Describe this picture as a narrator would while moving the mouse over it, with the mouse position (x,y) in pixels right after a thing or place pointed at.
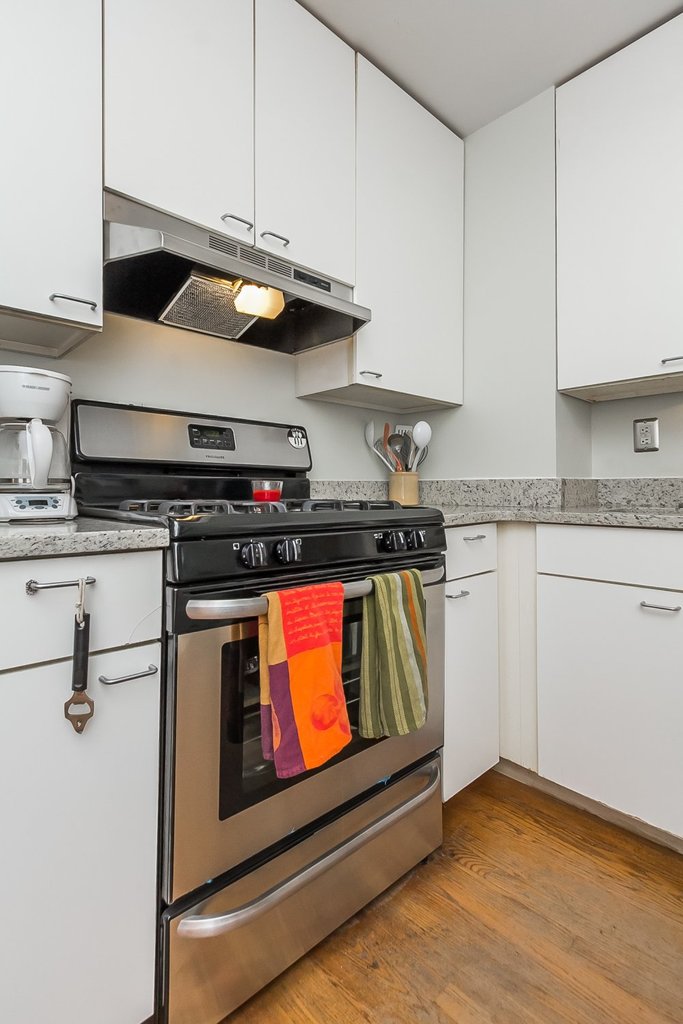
In this picture we can see an inside view of a kitchen room (459,768), on the left side (154,495) we can see a stove (209,495), two towels (323,703) and a coffee making machine (38,420), in the background (416,488) there is a spoon stand (412,478), we can see some spoons (402,449) in it, we can see some cupboards (560,280) at the top of the picture (454,155).
